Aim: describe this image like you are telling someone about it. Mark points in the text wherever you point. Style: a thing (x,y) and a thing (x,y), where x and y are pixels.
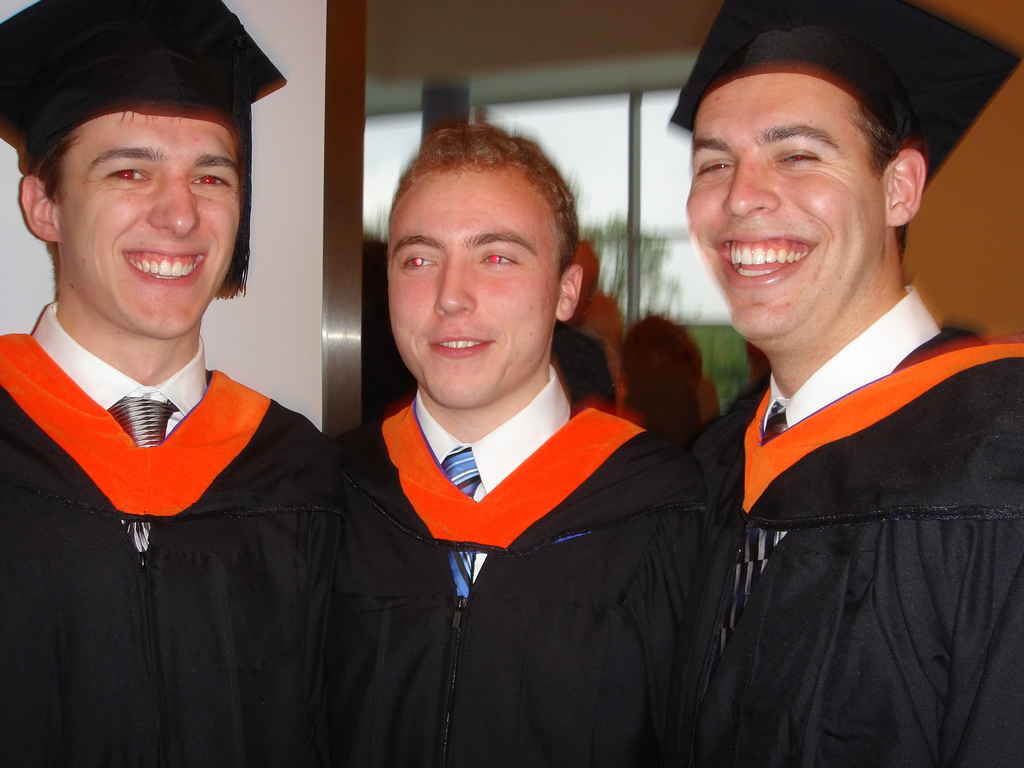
There are three man (418,511) standing and smiling. Persons (720,422) on the sides are smiling. In the background (614,200) there is a window (635,174) and it is looking blurred. On the left side (274,253) there is a wall (291,243) behind the man (74,340).
